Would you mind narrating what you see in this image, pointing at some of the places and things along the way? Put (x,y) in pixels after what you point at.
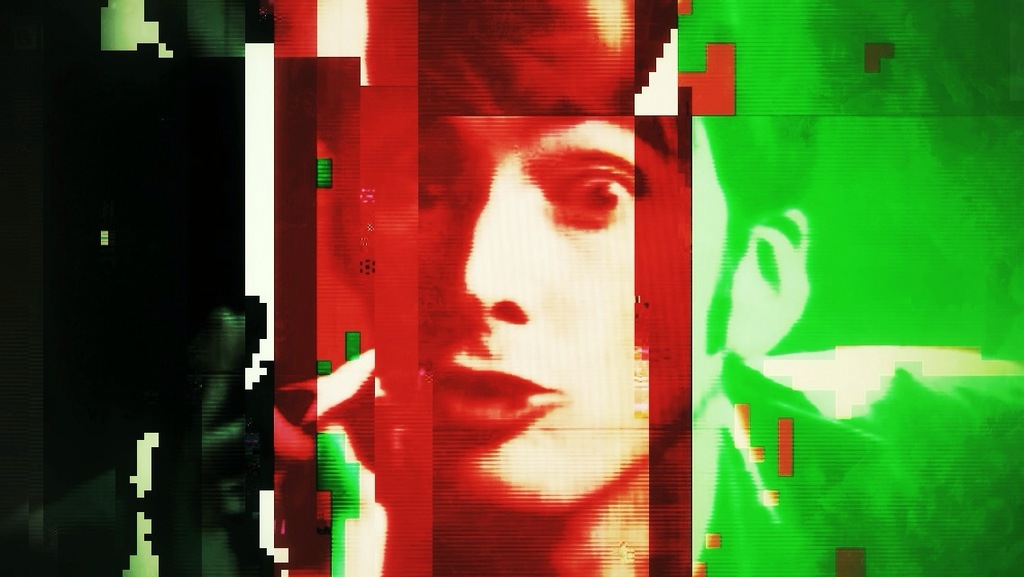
This is an edited image. There is a person's face (544,216) in the middle (525,260).
